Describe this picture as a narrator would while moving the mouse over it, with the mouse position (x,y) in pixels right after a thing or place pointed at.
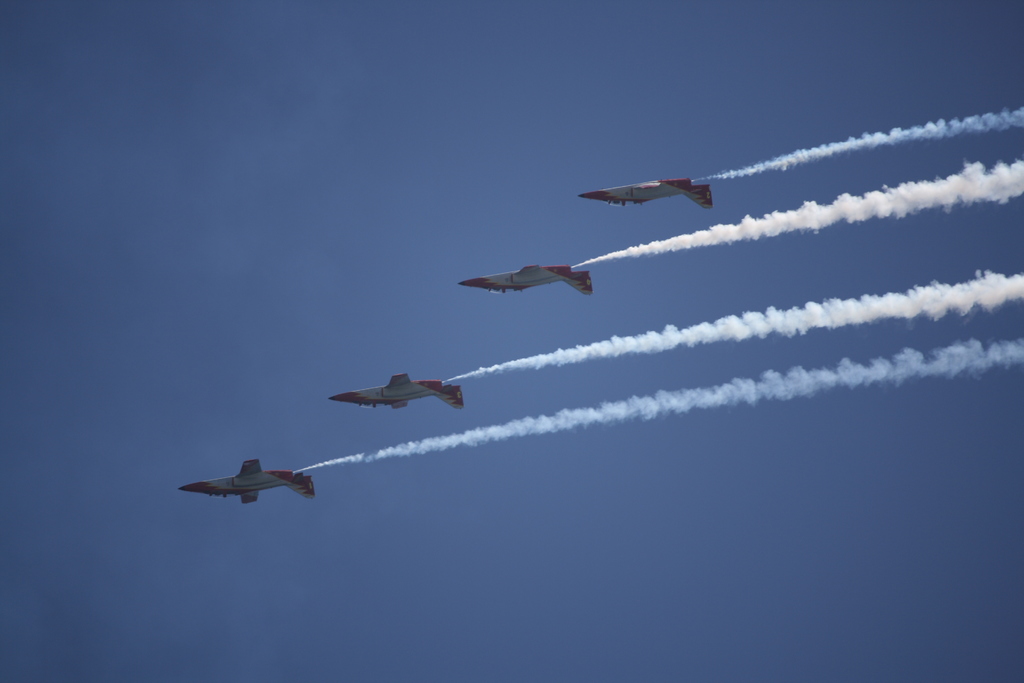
In this image we can see four aircrafts (236,481) are flying in the air (494,406) by ejecting smoke (863,139). In the background of the image (117,241) we can see the blue color of sky (166,456).
